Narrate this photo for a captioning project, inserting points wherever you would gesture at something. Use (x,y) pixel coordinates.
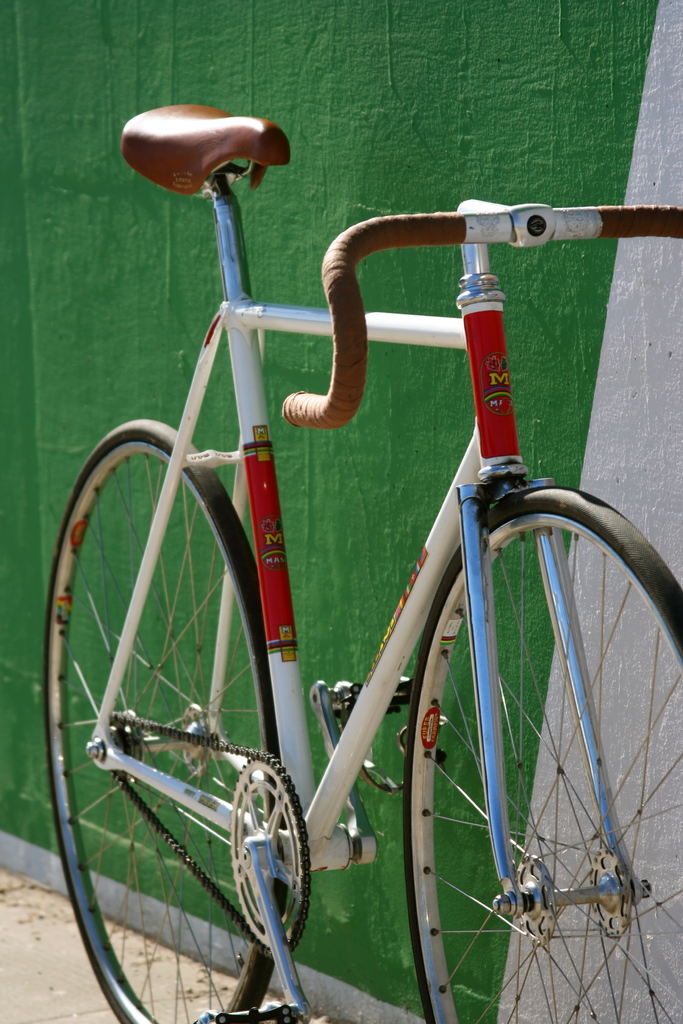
In this image, we can see a bicycle (264,525) and in the background (288,167), there is a wall (330,191). At the bottom (44,969), there is a floor (49,982).
